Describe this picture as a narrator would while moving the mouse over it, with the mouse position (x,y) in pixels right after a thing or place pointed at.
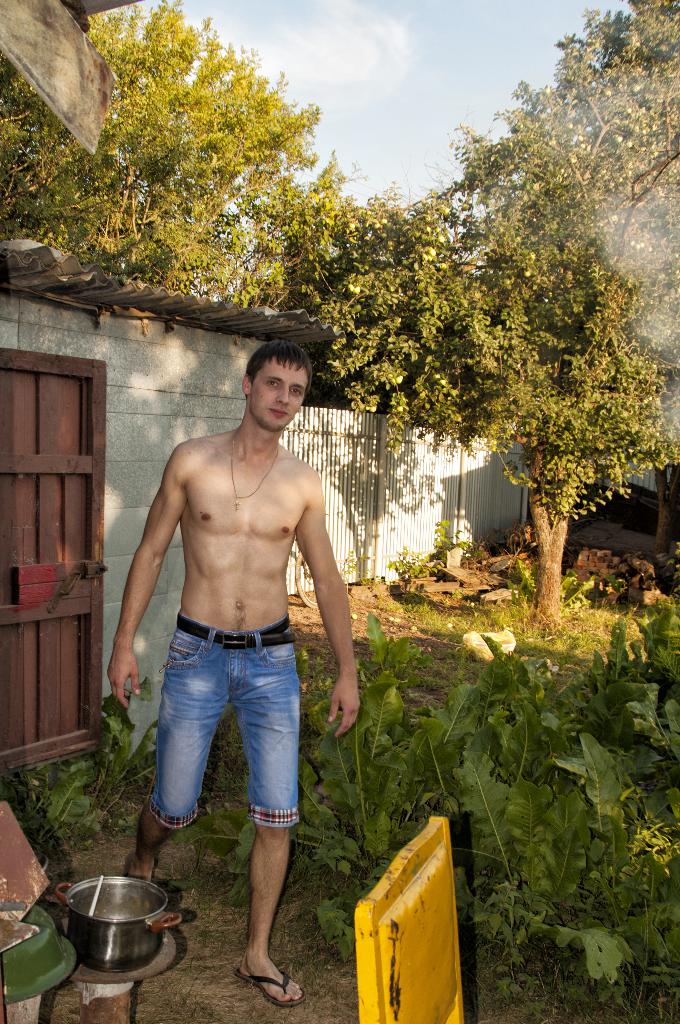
In this image I can see the ground (187,990), a yellow colored object (420,978) on the ground (244,1018), a person (254,746) wearing blue colored dress (222,702) is standing, a bowl (135,927), few plants (520,829) which are green in color and a door (73,666) which is brown in color. In the background (423,409) I can see few trees (253,275), a wall (237,388) and the sky (367,94).
